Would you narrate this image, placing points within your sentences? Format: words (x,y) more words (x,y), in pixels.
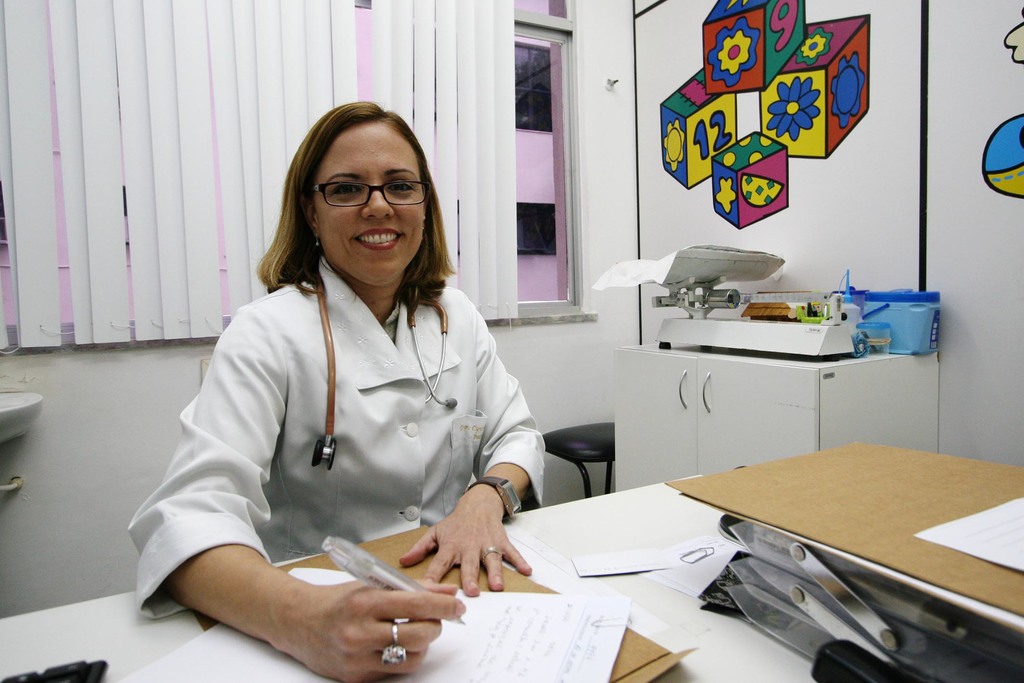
In this picture we can see a woman (356,279) sitting on the chair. This is the table (726,662). On the table (618,535) there are papers (514,624), and files (962,553). On the background (249,170) there is a curtain (155,148) and this is the window (559,168). Here we can see a wall (989,208). And this is cupboard (742,375).
